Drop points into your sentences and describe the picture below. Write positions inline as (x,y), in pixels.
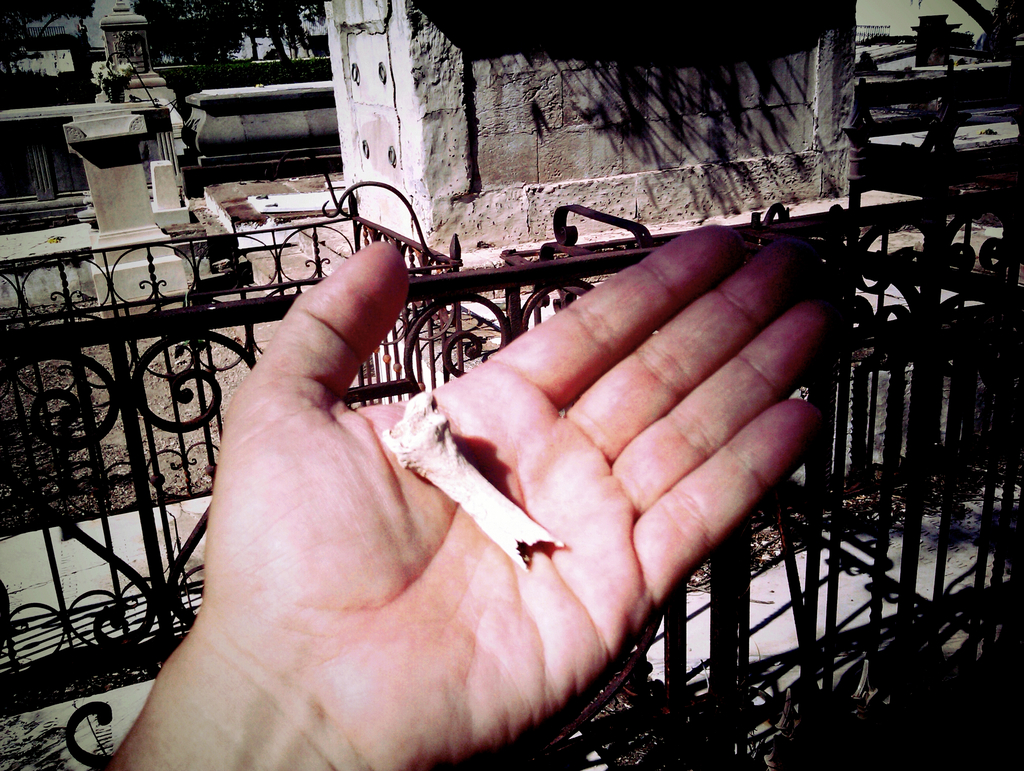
In this picture we can see a person hand (269,529) and in the background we can see buildings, trees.
